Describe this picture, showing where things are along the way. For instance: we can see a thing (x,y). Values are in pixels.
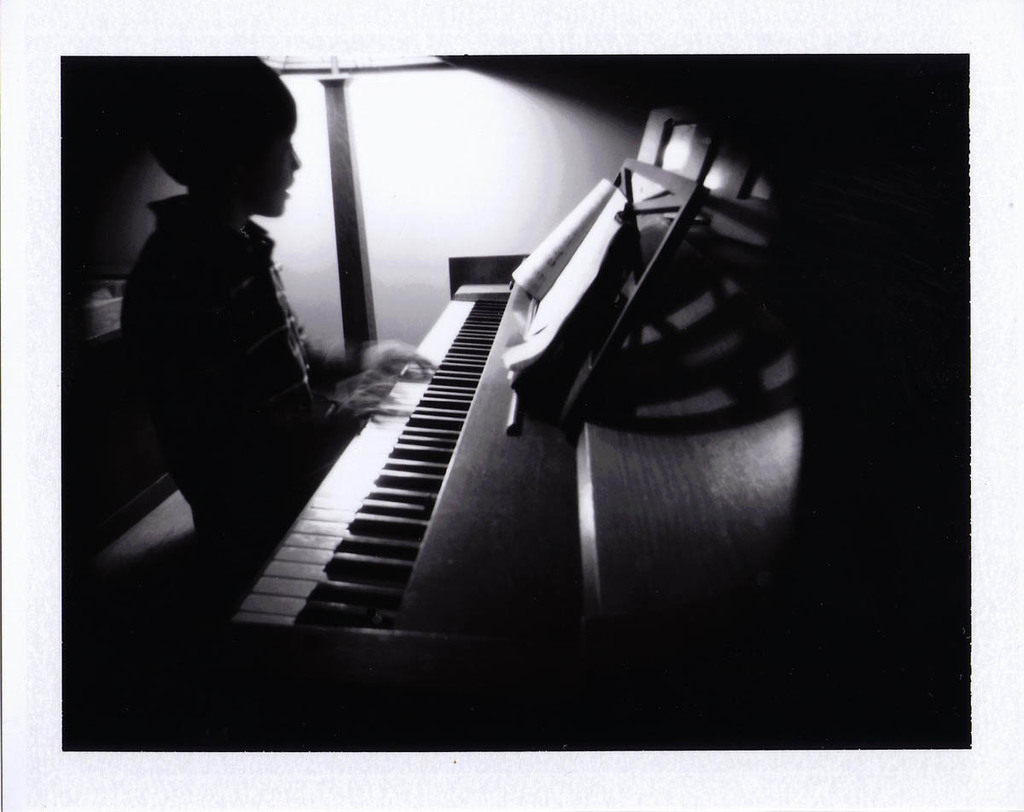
In this image a boy (320,378) is playing on the piano (407,436) sitting on the left side (241,394). On the right side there is a book (576,265) on the piano (612,375). In the background (487,183) there is a wall (418,179) and a lamp (347,118).
